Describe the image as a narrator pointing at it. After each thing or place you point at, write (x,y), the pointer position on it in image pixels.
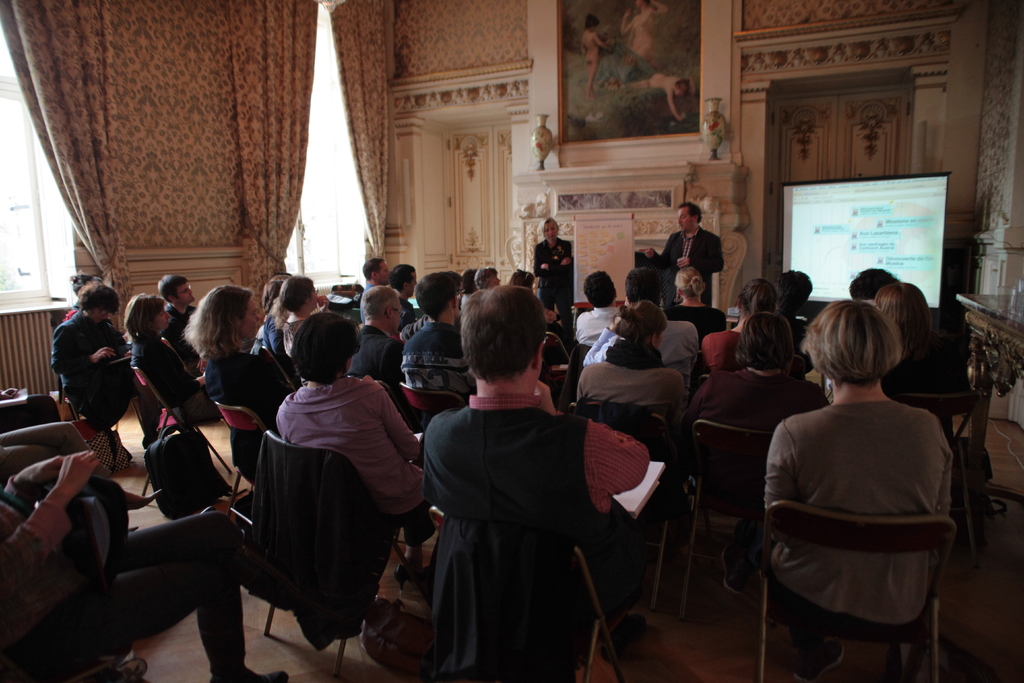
In this image I can see number of people (849,412) where two are standing and rest all are sitting on chairs (416,398). I can also see few curtains (357,167), few vases (708,119), a painting (615,127) on this wall (612,158) and over here I can see a projector's screen (830,246).
